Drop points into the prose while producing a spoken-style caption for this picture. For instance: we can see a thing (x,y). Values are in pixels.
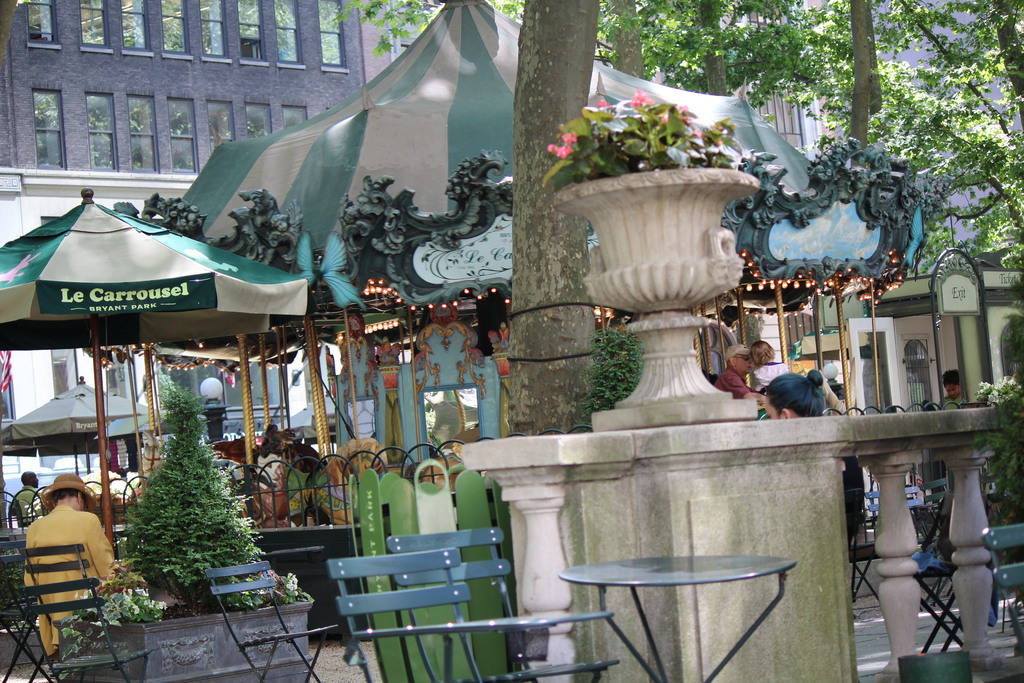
In this picture there are people (75,481) and we can see chairs (265,575), table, plants (172,565), flowers (134,604), pots (682,267), railing (899,429), fence (469,485), tents (312,143), trees (583,61), poles (263,385) and lights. In the background of the image (224,38) we can see buildings (219,44) and windows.
